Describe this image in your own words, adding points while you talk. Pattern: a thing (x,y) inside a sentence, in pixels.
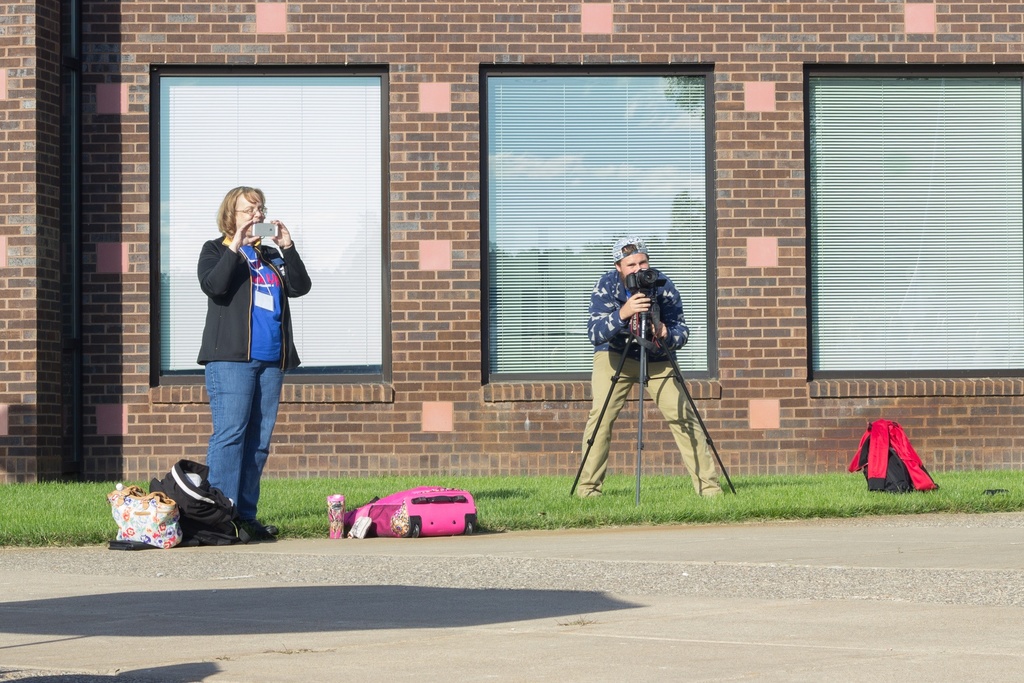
In this image, on the right (686,408), we can see a person (606,329) holding camera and on the left (239,347), there is a lady (255,265) holding mobile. In the background (176,104), there are windows (547,165) to a wall (750,72). At the bottom (156,519), there are bags (197,519).
